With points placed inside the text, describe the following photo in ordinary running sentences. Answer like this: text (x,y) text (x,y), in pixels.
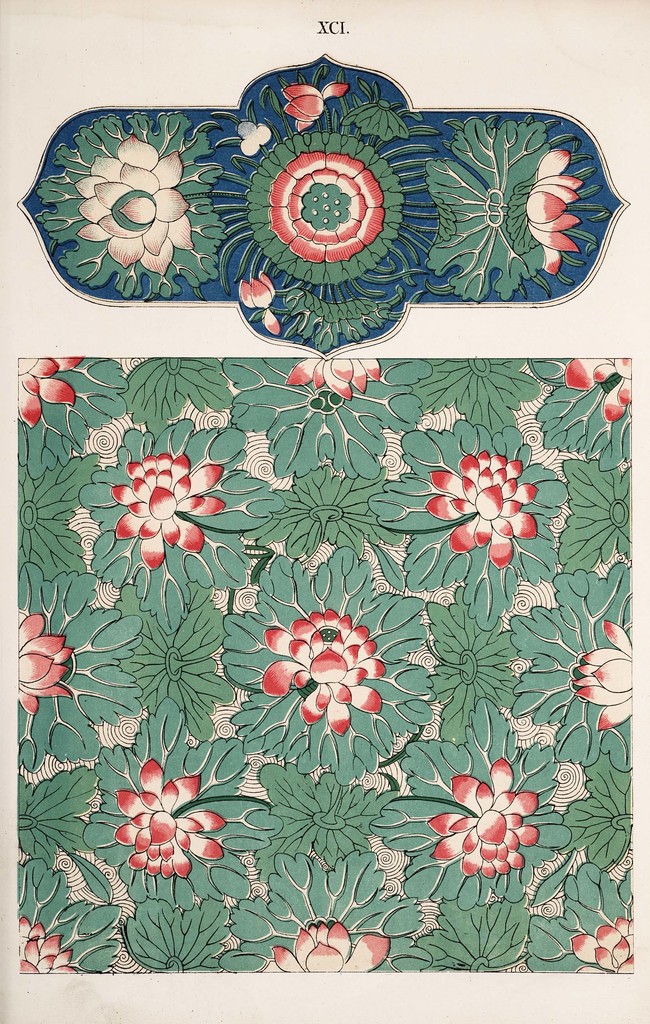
In the center of the image (268,536) we can see one poster (161,614). On the poster (164,614), we can see some design (164,614), in which we can see flowers (37,634), which are in red and white color. At the top of the image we can see three capital letters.
